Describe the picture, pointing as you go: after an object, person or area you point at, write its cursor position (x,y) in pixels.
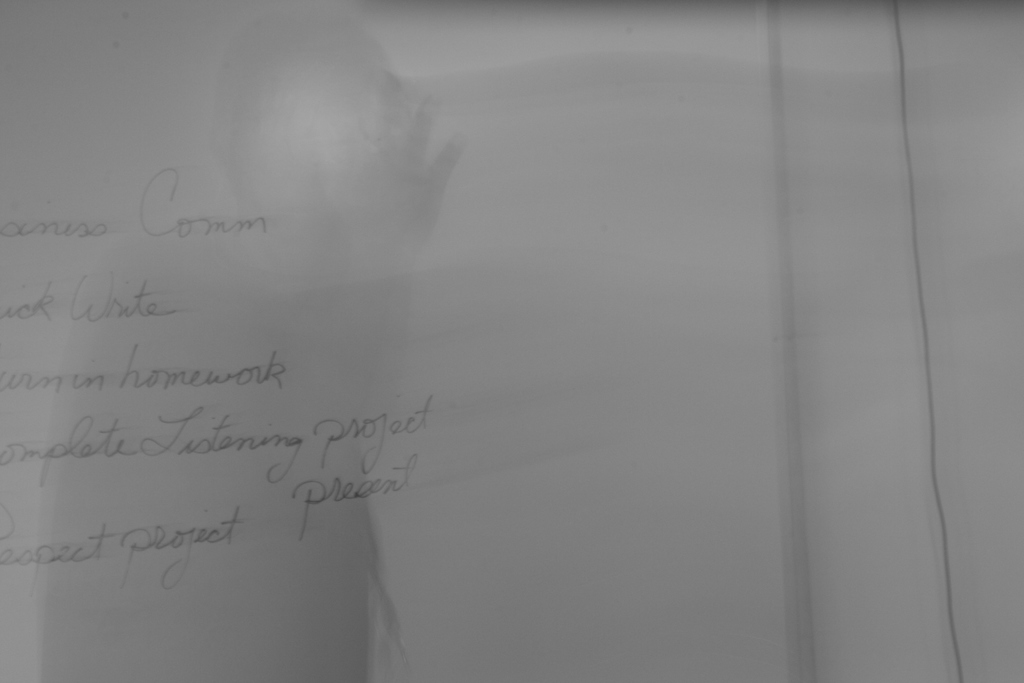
This is a paper (398,194). On this something is written.
